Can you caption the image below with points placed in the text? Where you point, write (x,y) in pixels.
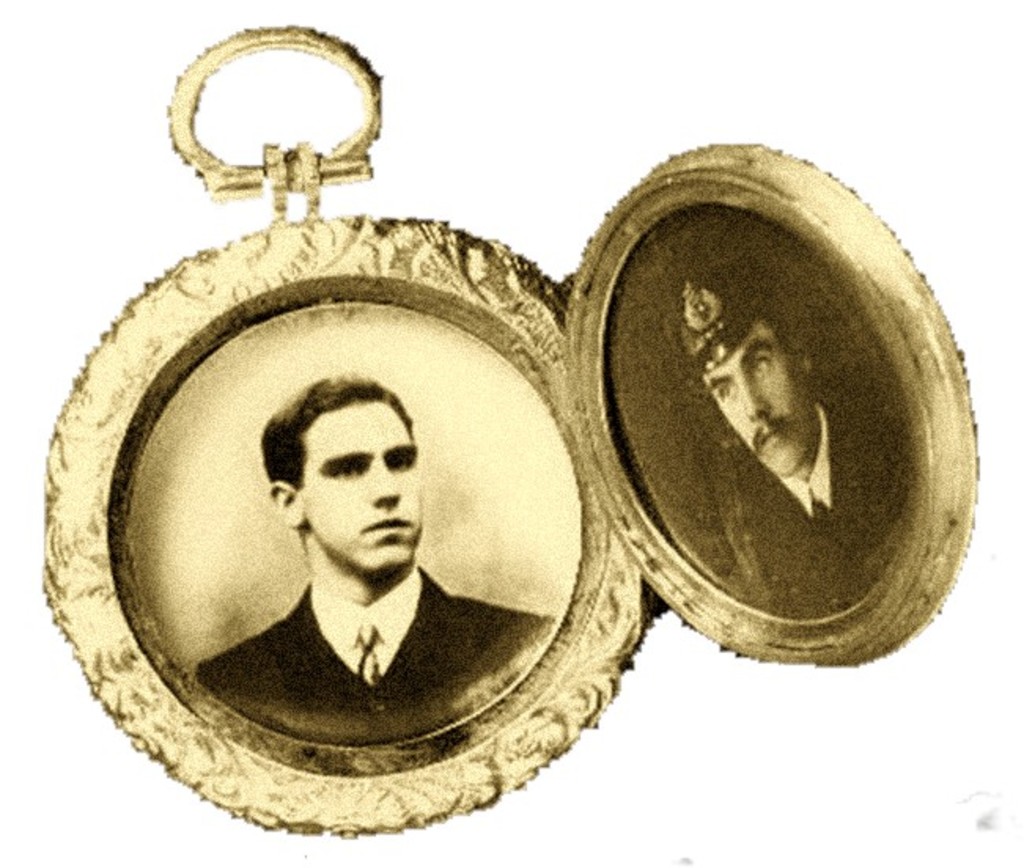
This looks like a pendant (379,580) with two photos (505,534) in it. This pendant (482,479) is gold in color.
